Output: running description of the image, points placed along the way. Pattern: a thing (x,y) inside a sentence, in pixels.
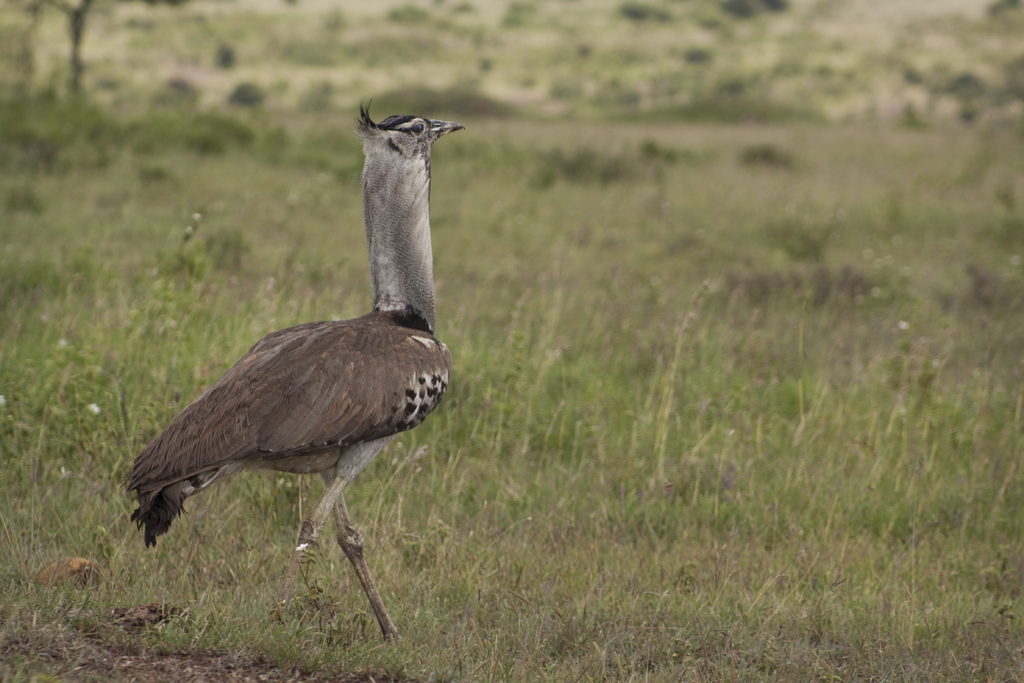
In the picture we can see a bird (305,402) and the name of the bird (323,407) is kori bustard (339,419). This is a grassland area (738,236).
